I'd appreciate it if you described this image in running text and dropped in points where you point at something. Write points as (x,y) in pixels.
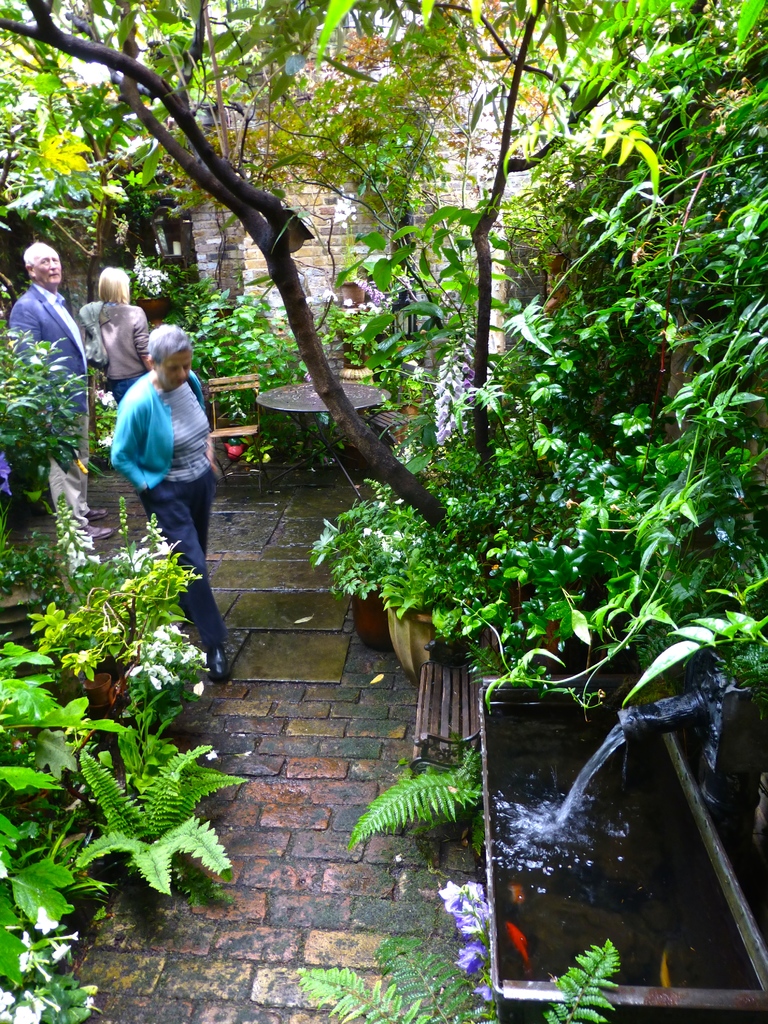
In the bottom right corner of the image (619,990) there is a tub (531,783) with water (611,834) and fishes (666,968) in it. Beside that there is a hand pump (683,714) with water flow (601,760). And also there is a small bench (459,674) on the floor (317,494). And there are small plants (154,629) with leaves (129,760) and flowers (164,673). And also there are trees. There are three persons (123,383) standing. And also there is a table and there are chairs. In the background (240,245) there are walls (240,245).
